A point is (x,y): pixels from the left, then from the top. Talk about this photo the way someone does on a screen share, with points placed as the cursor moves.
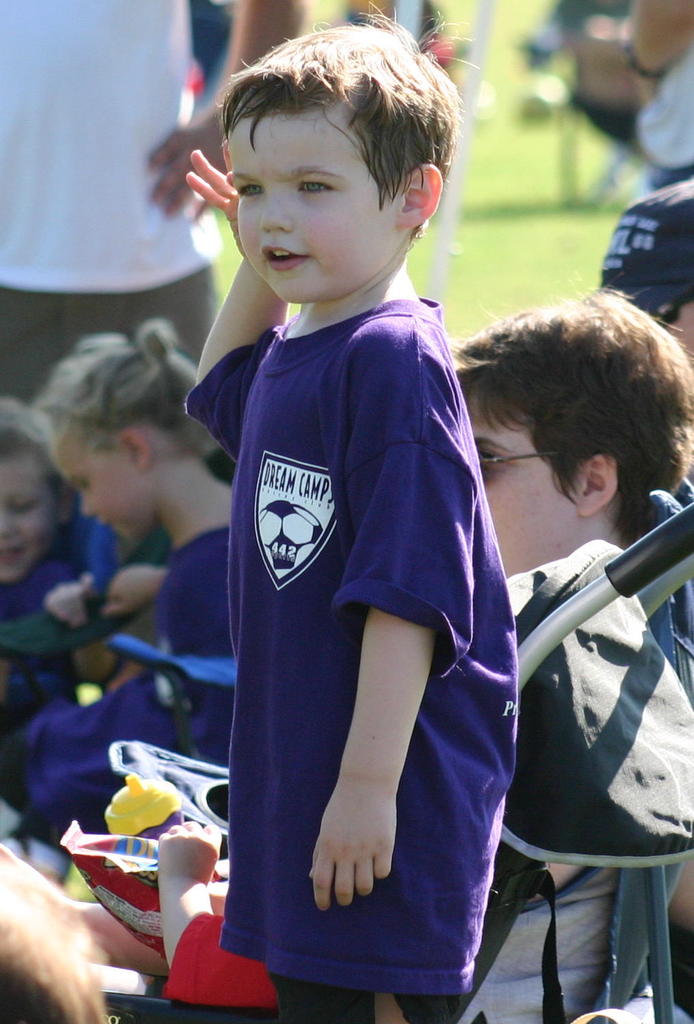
This is a boy (334,780) standing. He wore a T-shirt (277,749). I can see few kids (143,569) sitting. This looks like a stroller (504,851). In the background (119,8), I can see a person (90,86) standing.
